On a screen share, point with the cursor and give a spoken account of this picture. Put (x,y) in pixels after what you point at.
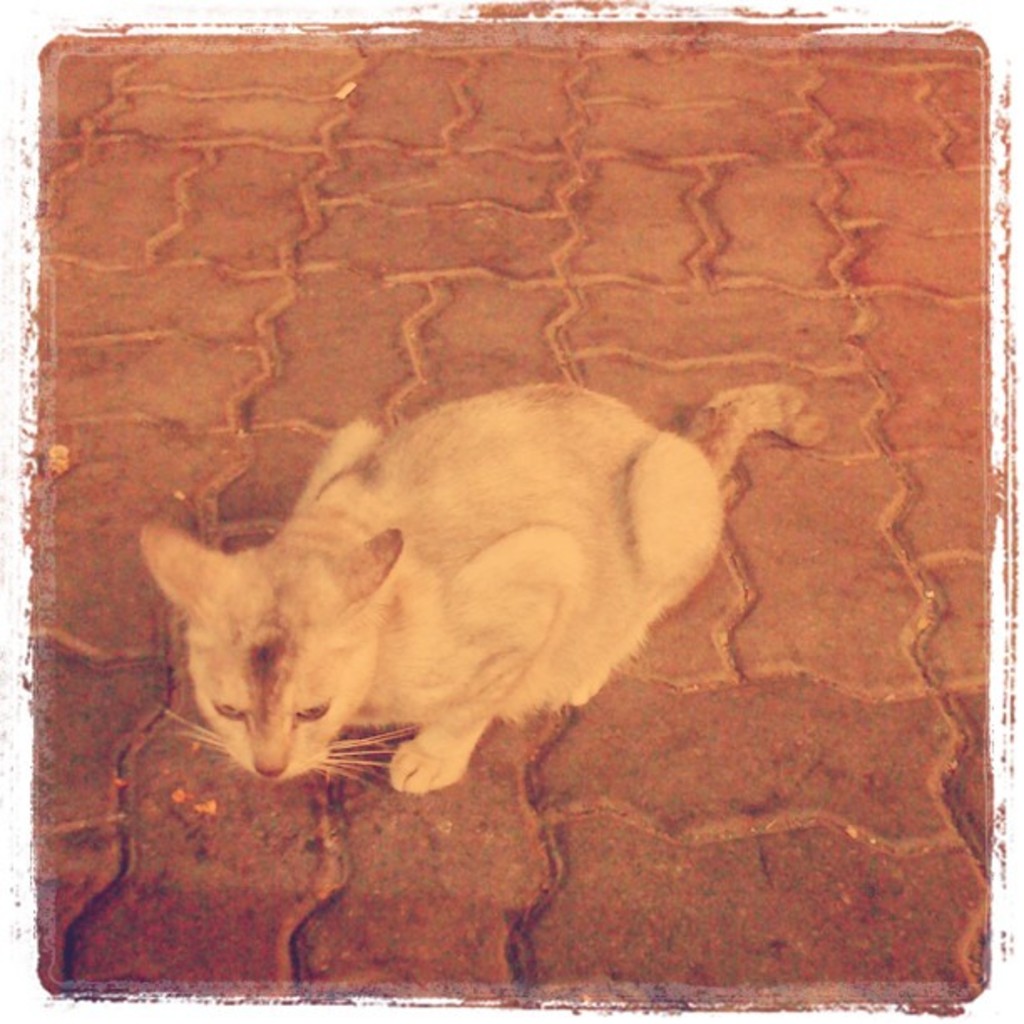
In this image, we can see a cat (449,638) on the path (964,649).
